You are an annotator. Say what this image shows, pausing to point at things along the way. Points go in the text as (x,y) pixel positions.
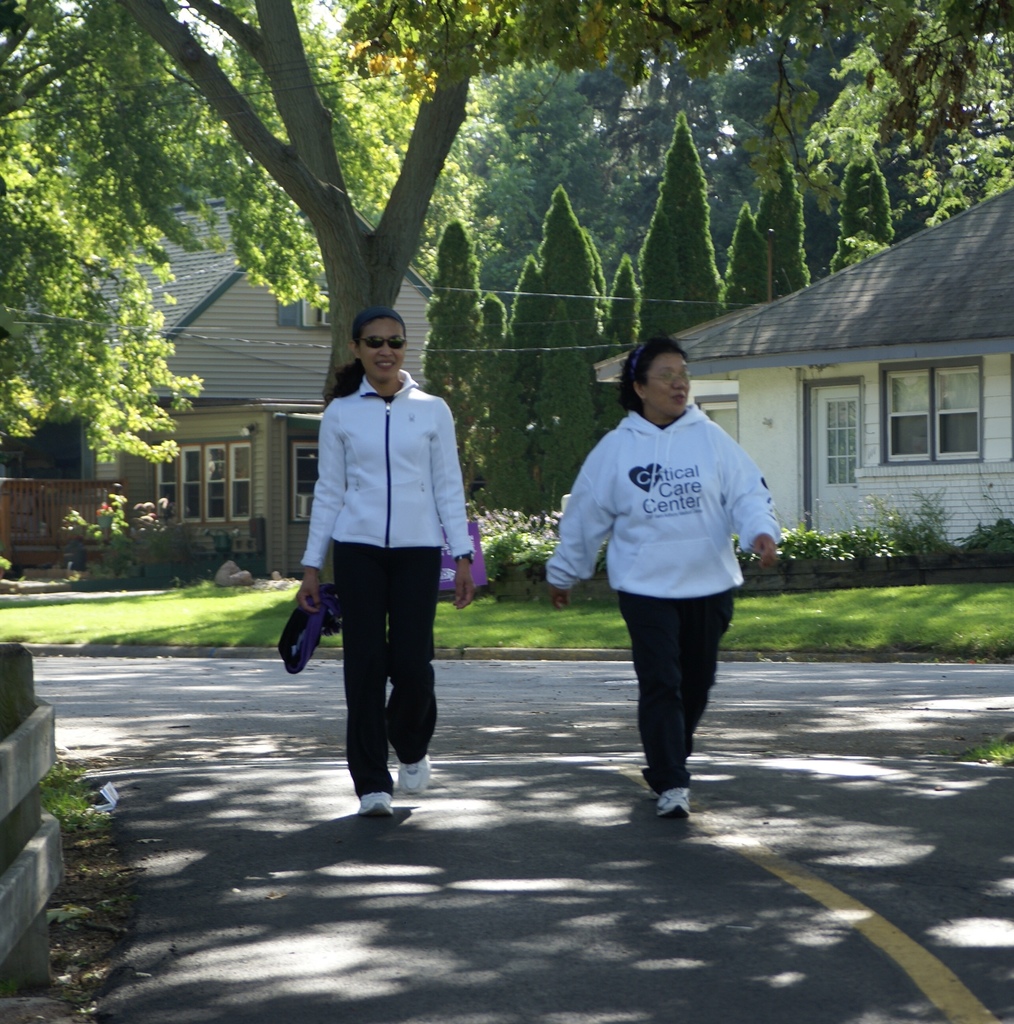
In the picture I can see two women (683,535) wearing white dress (579,505) are walking on the road (524,746) and there are few trees (458,327) and houses (861,330) behind them.
